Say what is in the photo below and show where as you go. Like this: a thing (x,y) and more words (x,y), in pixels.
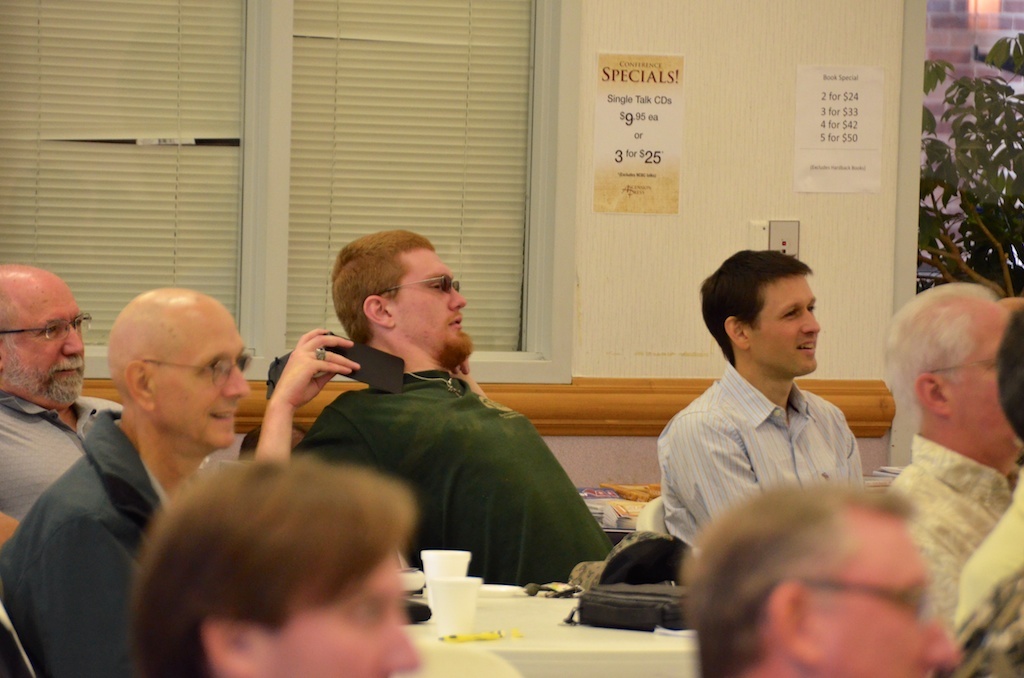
In the picture we can see a few men (738,674) are sitting on the chairs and middle of them, we can see a table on it, we can see two glasses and in the background (837,153), we can see a wall (896,215) with a window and beside it, we can see some posters (649,195) are posted and beside it also we can see a glass window (926,182) from it we can see some plants (990,173).
